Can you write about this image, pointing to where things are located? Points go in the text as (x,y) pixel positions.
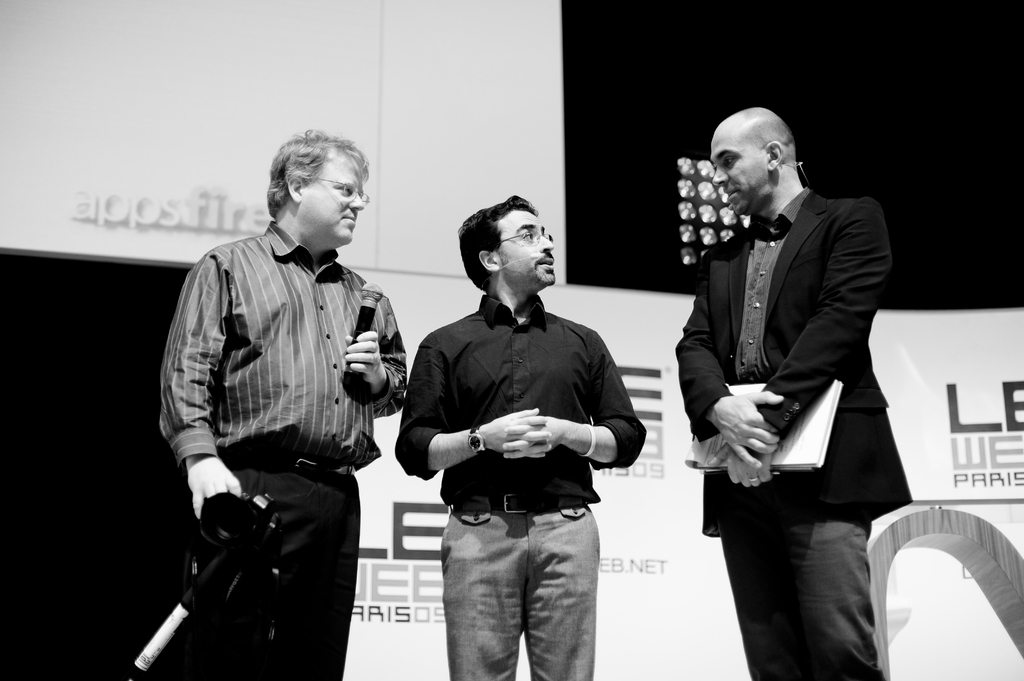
In this picture we can see two people (756,355) standing and holding objects (797,456) in their hands (745,426). We can see a man (494,325) wearing a spectacle (533,237) and standing. There is the text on the boards (408,510). We can see the lights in the background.
